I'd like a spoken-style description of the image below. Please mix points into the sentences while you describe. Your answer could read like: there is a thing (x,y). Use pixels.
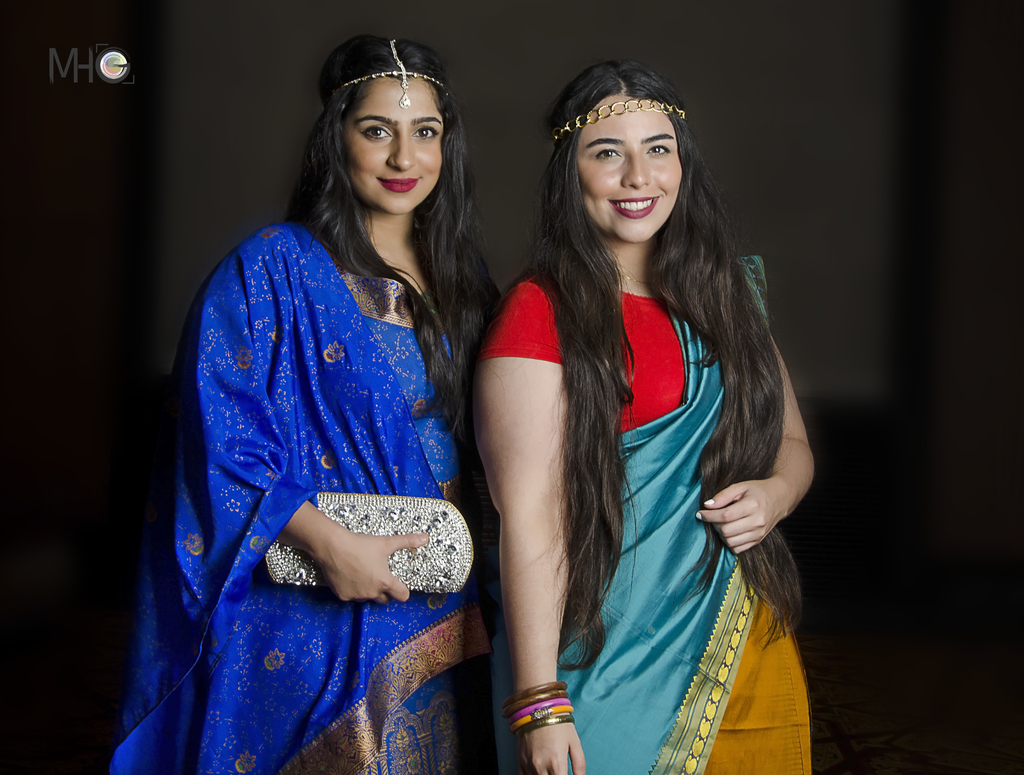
In this image there are two persons (412,665), there is a person (350,537) holding a purse (400,520), there is a text (96,64) on the image, the background of the image (137,85) is dark.
